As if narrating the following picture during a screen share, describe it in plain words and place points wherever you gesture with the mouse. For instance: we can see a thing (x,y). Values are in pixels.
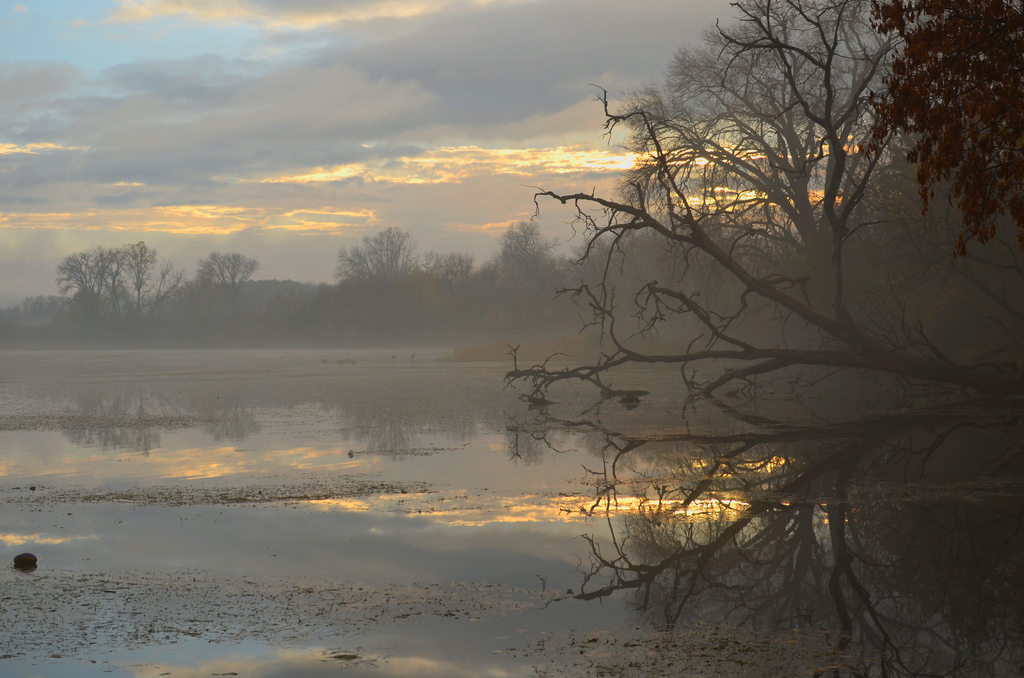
In this image I can see the water (423,563). In the background (576,310), I can see the trees (403,279) and clouds (387,138) in the sky (387,138).
